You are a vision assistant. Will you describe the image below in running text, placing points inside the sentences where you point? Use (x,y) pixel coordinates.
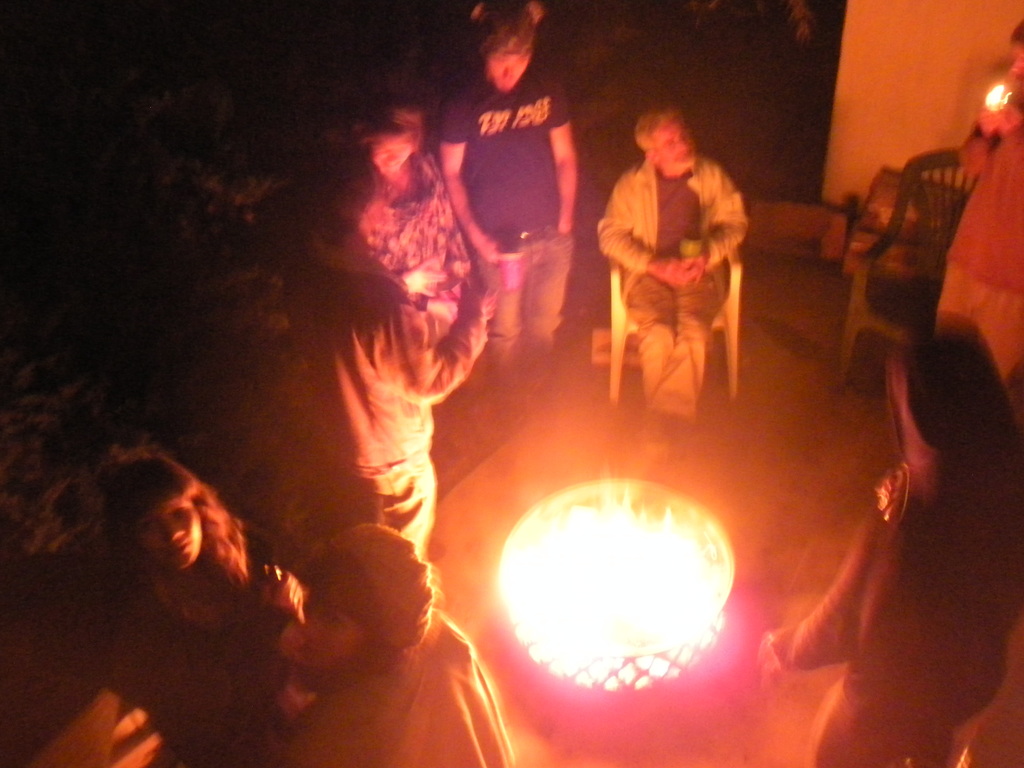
The old man (612,226) in black T-shirt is sitting on the chair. Beside him, we see people (476,198) standing around the fire (661,580). Behind them, we see a white wall (851,149) and on the left corner of the picture (220,272), it is black in color. This picture might be clicked in the dark.
